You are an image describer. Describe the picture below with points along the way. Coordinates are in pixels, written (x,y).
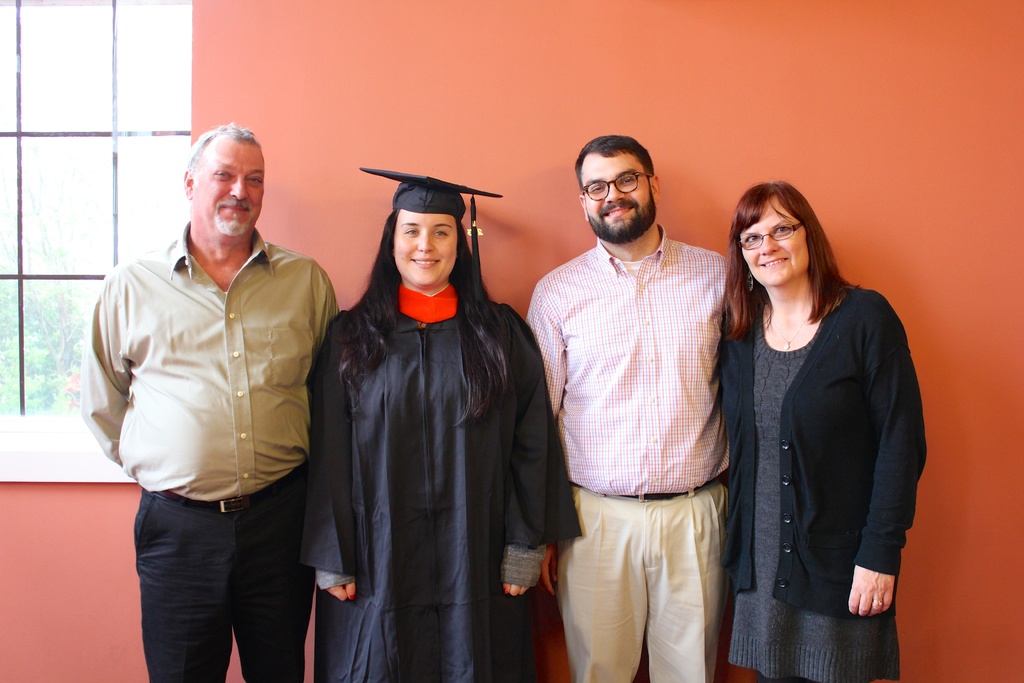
In this image there are persons (414,429) standing in the center (597,433) and smiling. In the background (513,253) there is a wall (331,85) there is a window (55,158).
